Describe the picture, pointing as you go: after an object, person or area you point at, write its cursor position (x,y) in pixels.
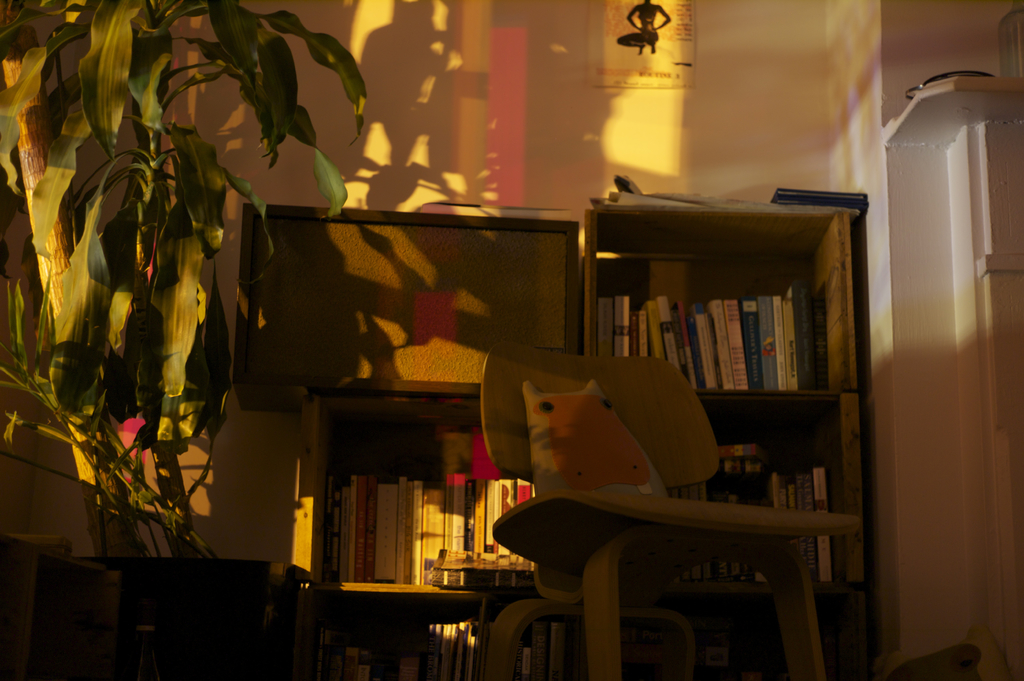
In the foreground of this image (487,368), there is a chair (589,519) and it seems like a toy (583,414) on it. On the left (118,269), there is a plant (148,248) and few objects (286,633). We can also see books (457,493) in the racks (774,446). At the top (621,21), there is a poster (679,37) on the wall (795,40).
